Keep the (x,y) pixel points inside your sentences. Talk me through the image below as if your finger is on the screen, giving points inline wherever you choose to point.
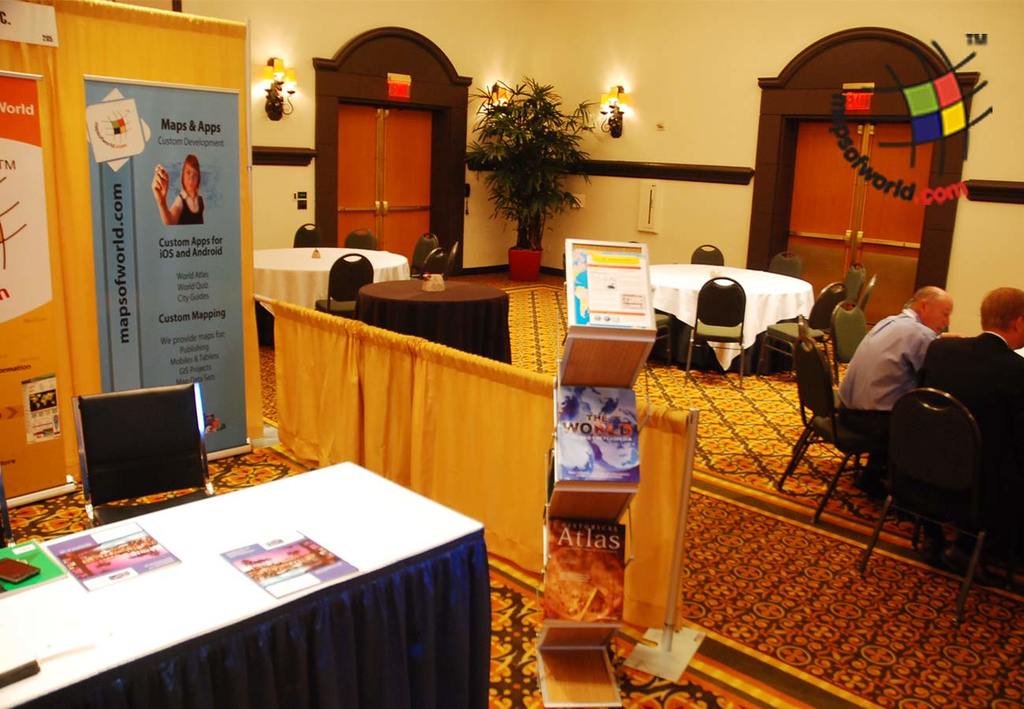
In this image I can see a table (294,490) in front (257,531), on which there are few things (278,548) and I can see a chair (78,434) behind the table (354,486). On the left side of this image (142,117), I can see 2 banners (48,252) on which there are pictures (191,184) and I see something is written and I can see few yellow clothes (369,459). In the middle of this picture (580,299) I can see a stand (578,255) on which there are few things (578,252) and I see something is written on them. In the background (320,277) I can see tables (450,284) and chairs (356,284) and I see 2 men (910,337) sitting on chairs (830,369). I can also see the wall (511,79), on which there are lights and I can see a plant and I can see the doors (352,115). On the top right side of this picture (954,97) I can see a logo (912,121) and something is written.
